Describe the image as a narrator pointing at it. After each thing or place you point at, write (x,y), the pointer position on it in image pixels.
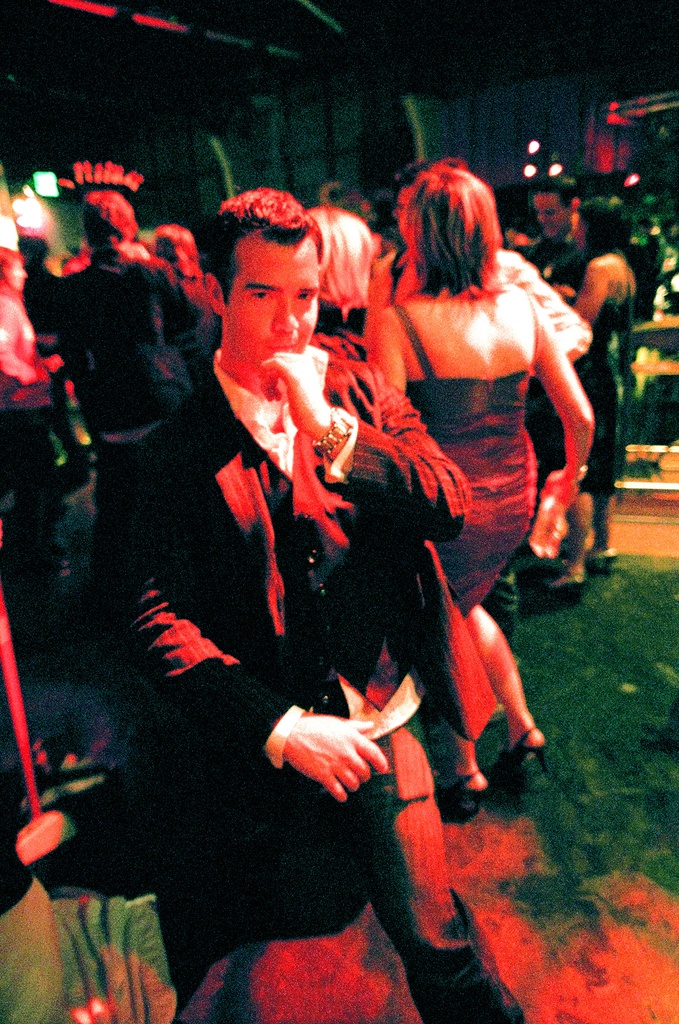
This picture is clicked inside the hall (675,305). In the center (235,407) we can see the group people (436,254) seems to be dancing. In the background (293,142) we can see the wall (430,150), lights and some other items (645,433). At the top (212,32) there is a roof (320,27).
